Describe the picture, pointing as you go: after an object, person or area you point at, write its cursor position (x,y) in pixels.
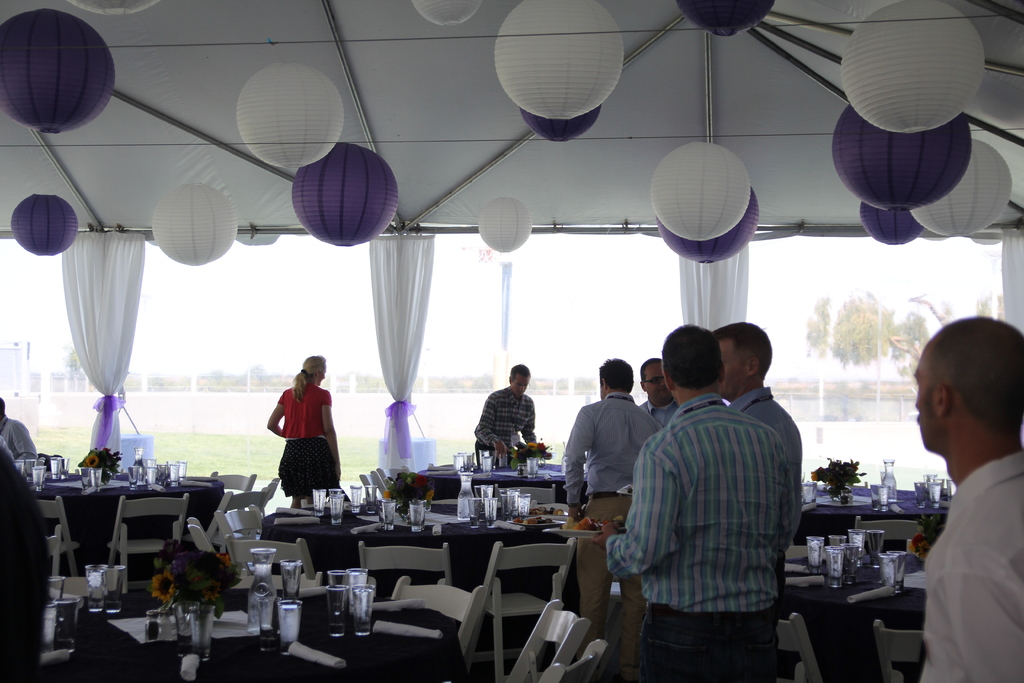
In the image we can see few persons (1015,500) were standing. In the center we can see few tables (433,680) and empty chairs (242,499). On table (317,602) there is a glasses (337,573), flower vase (194,599) and tissue paper (193,660). In the background (481,342) there is a sky (579,332) curtain (382,358), trees (919,339), grass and balloons (923,143).
